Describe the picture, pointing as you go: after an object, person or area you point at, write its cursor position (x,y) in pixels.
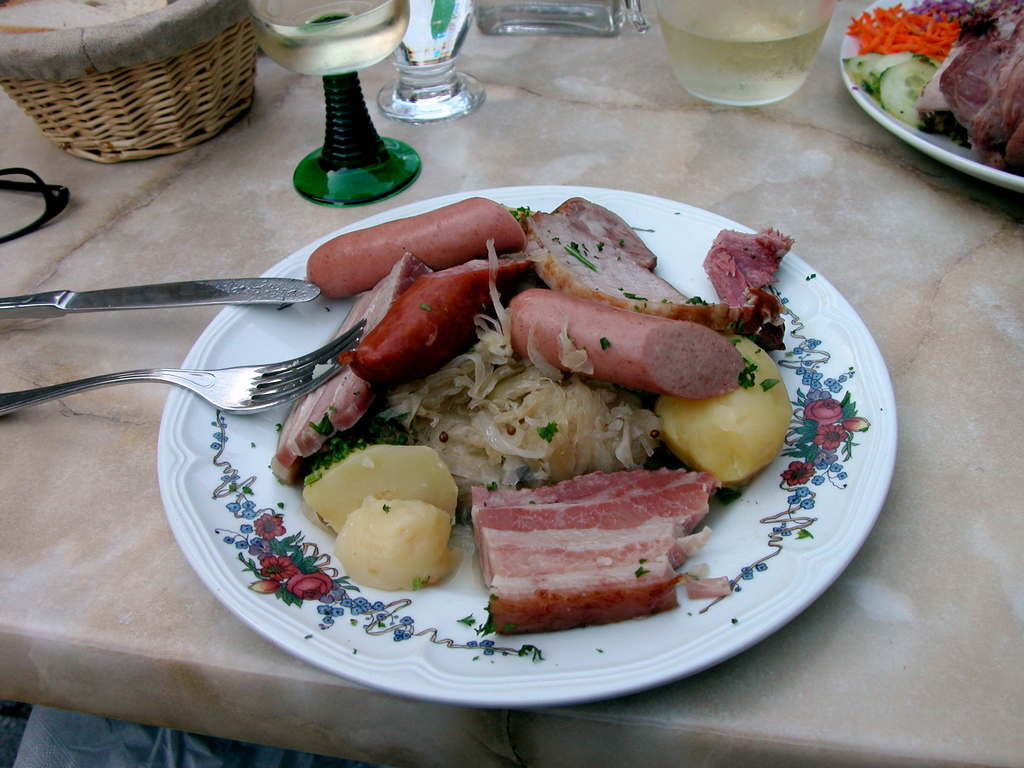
Here in this picture we can see a table (1016,265) on which we can see plates (535,321) of food (641,266) present over there and we can see a fork (264,390), a butter knife (191,299), a basket (86,124) and couple of glasses (371,64) present on the table (518,87) over there.
